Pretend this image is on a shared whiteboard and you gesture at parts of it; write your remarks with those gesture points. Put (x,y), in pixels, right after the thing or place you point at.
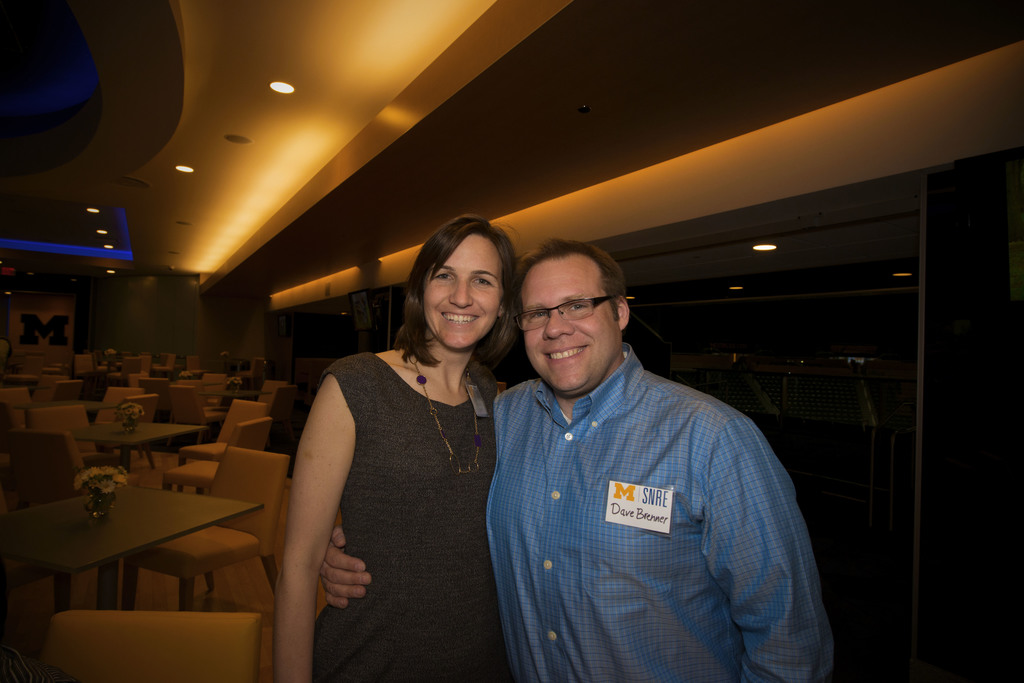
This picture is clicked in a room (614,220). There are two persons (407,434), one woman (407,450) and one man (514,449). Women (446,447) is wearing a grey dress (396,654) and man (522,447) is wearing a blue check shirt (568,514). The room (96,322) was filled with the empty chairs (147,418) and tables (137,432), for each table (119,441) there is a flower vase (101,480). In the top left (75,174) there is a ceiling (168,139) and lights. In the right side (957,400) there is a glass door (873,442).
